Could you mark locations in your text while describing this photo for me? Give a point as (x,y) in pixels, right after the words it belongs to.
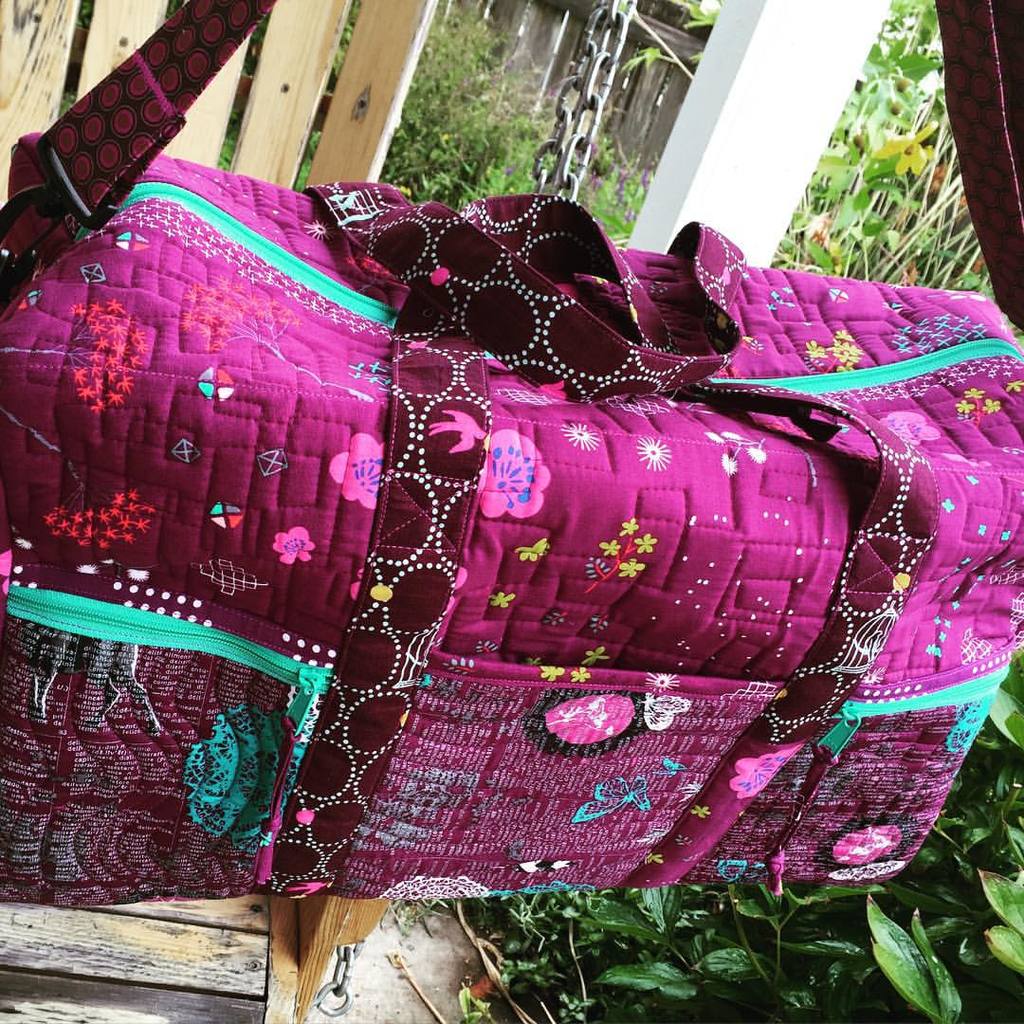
In the image we can see there is a pink colour hand bag (478,548) and there are plants (816,958) and trees (823,162) in the area (553,159). There are flowers (362,461) printed on the bag (490,608).
